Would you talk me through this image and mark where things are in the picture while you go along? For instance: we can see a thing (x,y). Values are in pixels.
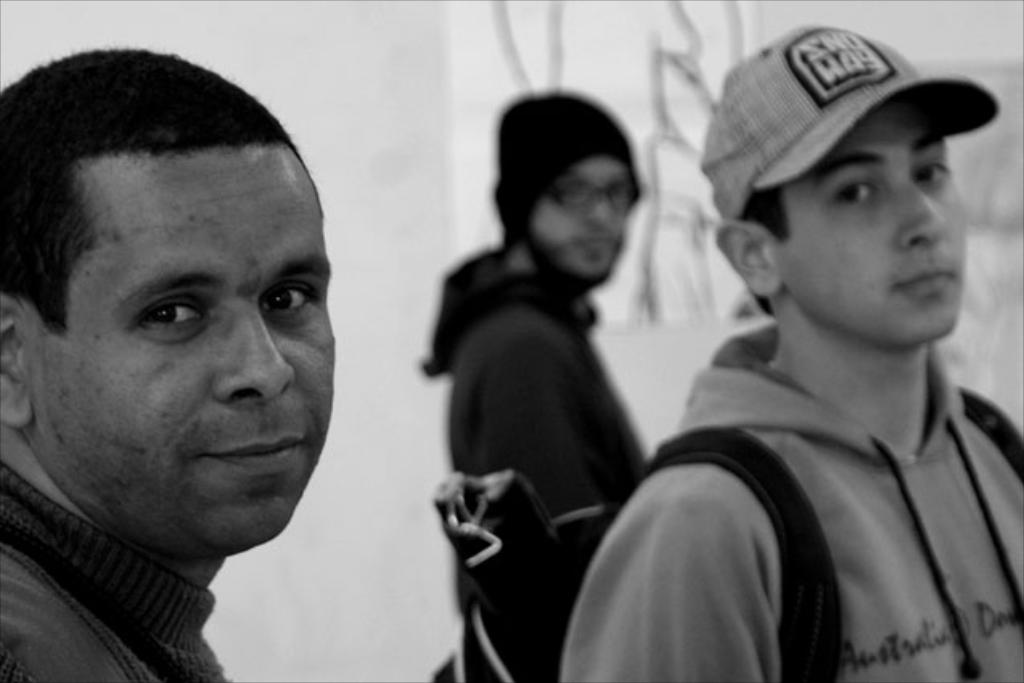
This picture describes about group of people (504,376), on the right side of the image (691,429) we can see a man (676,574), he wore a cap (762,185), and it is a black and white photography.
